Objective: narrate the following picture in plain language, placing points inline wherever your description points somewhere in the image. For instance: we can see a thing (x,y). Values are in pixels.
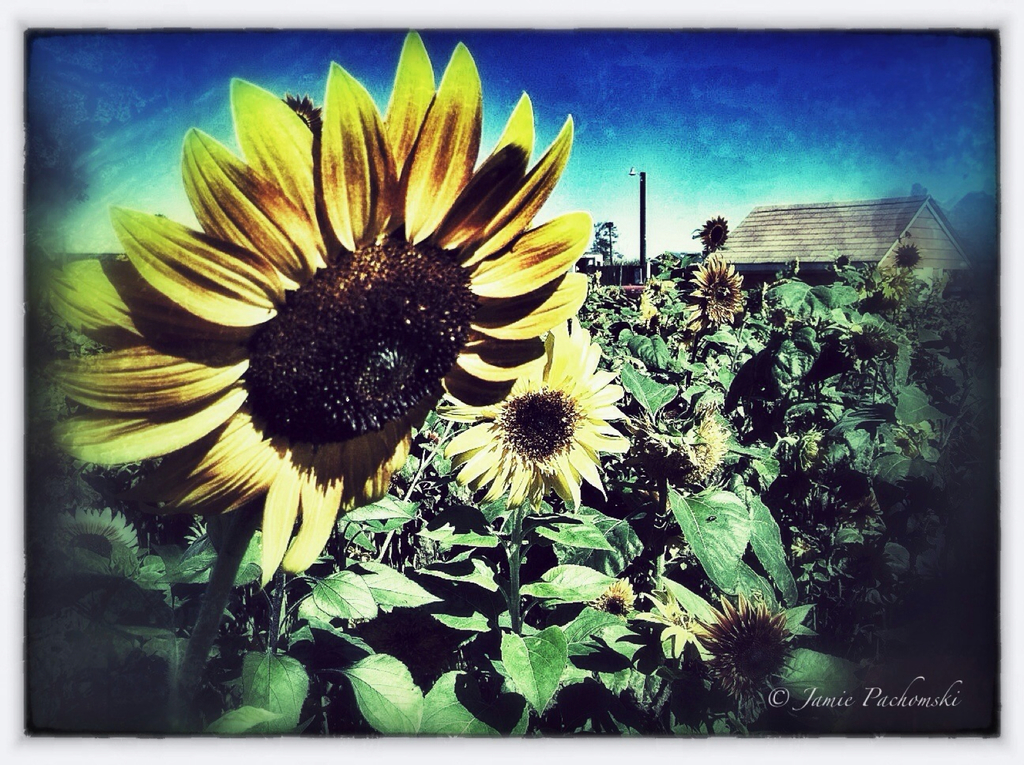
This is an edited image. I can see the sunflower plants (557,364). On the right side of the image (812,279), there is a house (769,263) and a pole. In the background (631,135), there is the sky (527,72). At the bottom right side of the image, I can see the watermark (917,688).
